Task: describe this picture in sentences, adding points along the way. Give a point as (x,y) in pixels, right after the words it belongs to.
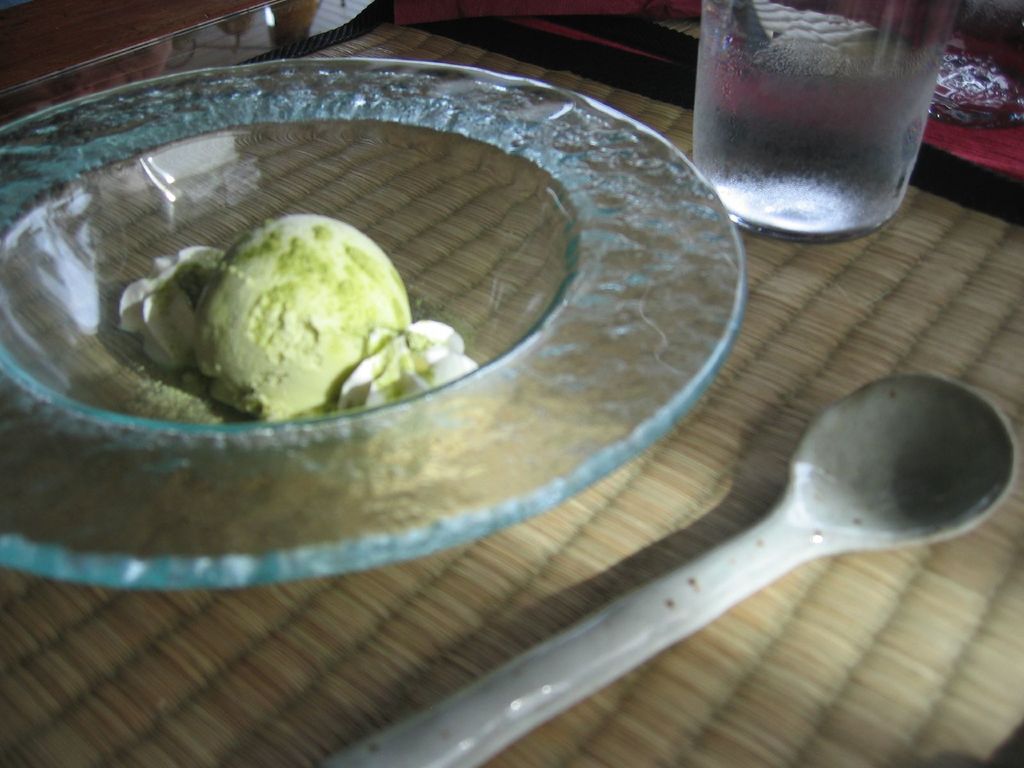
In this image i can see spoon (566,692), a bowl (478,503) and a glass (775,189) on a table (546,525).
